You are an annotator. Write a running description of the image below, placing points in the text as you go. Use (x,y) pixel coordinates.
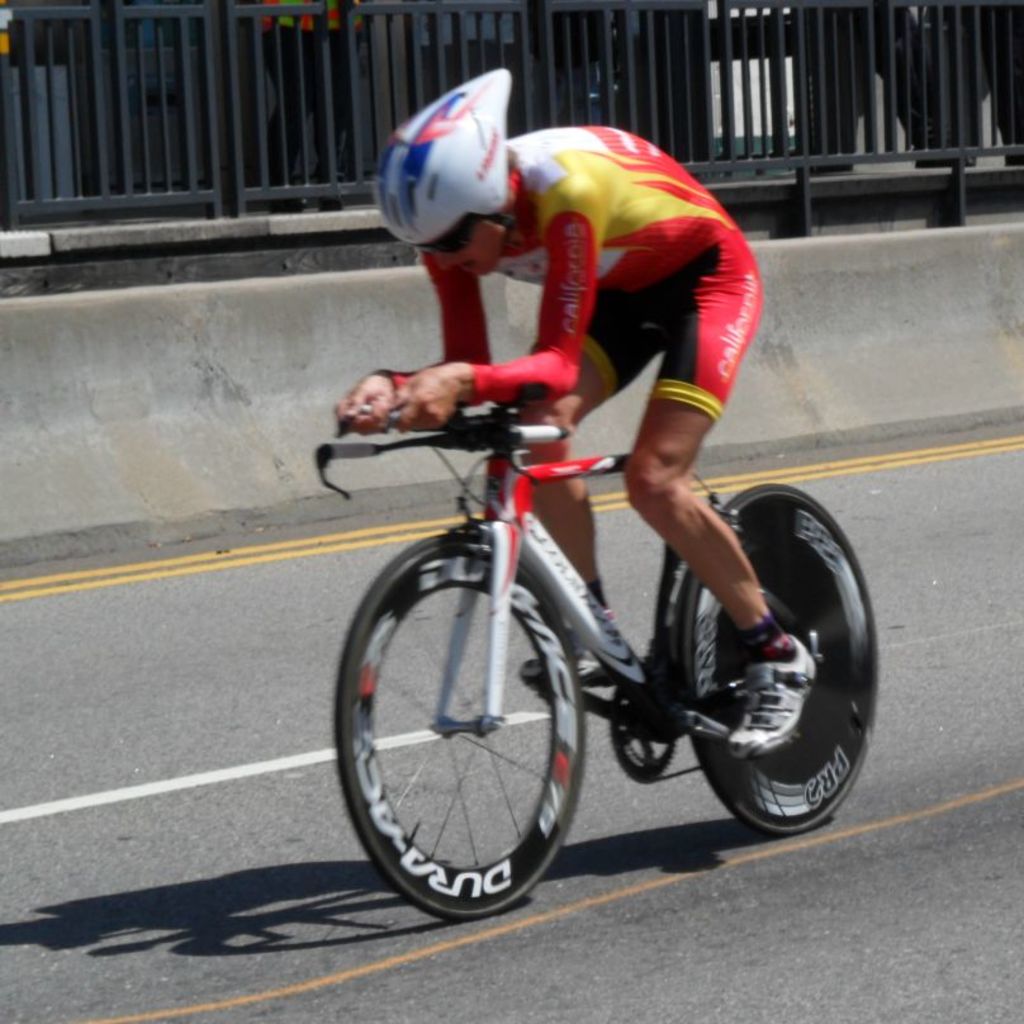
In this picture we can see person (558,327) wore helmet (484,124) riding bicycle (492,688) on road (710,473) and aside to this road (329,523) we have fence (710,133), wall (279,402).
